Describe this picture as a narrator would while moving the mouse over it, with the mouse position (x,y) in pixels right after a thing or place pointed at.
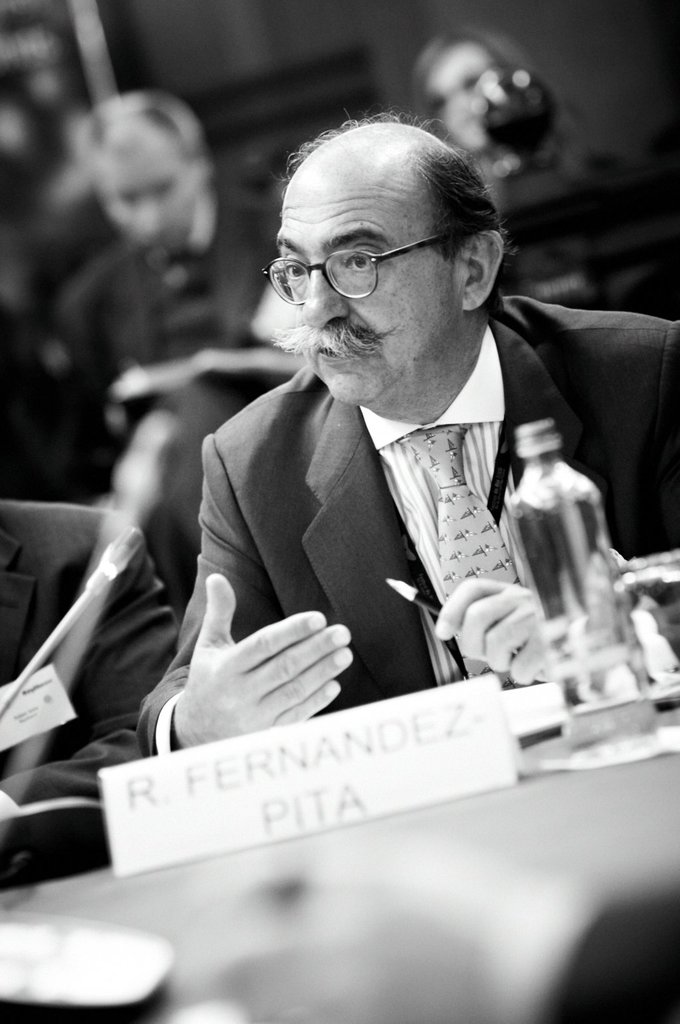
Here a man (334,551) is sitting on the chair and explaining something. He is holding pen (437,604) in one of his hand (451,611). In front of him there is a bottle (599,729) on the table (600,766). There are few people (146,263) around him.
